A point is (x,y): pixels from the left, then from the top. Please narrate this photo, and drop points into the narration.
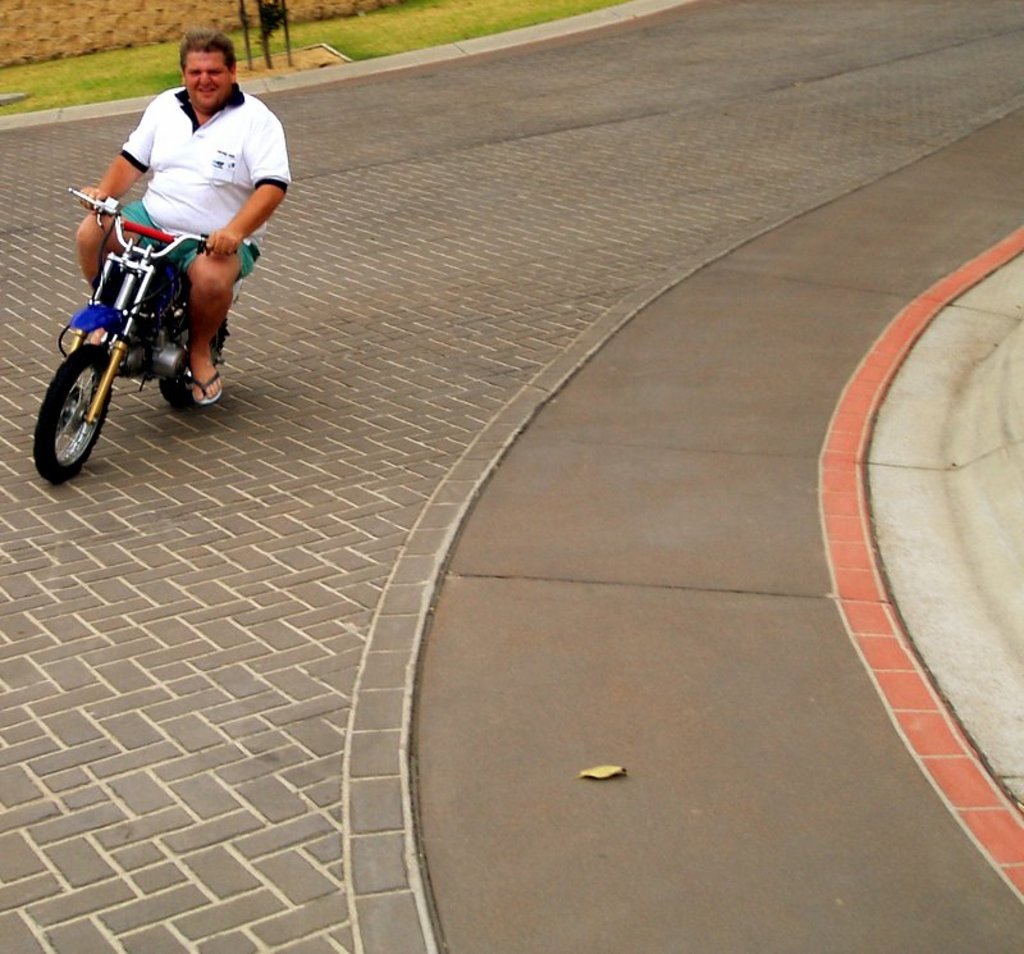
The person (186,170) wearing white shirt (185,196) is riding a bike (163,301) on the road (146,453).
